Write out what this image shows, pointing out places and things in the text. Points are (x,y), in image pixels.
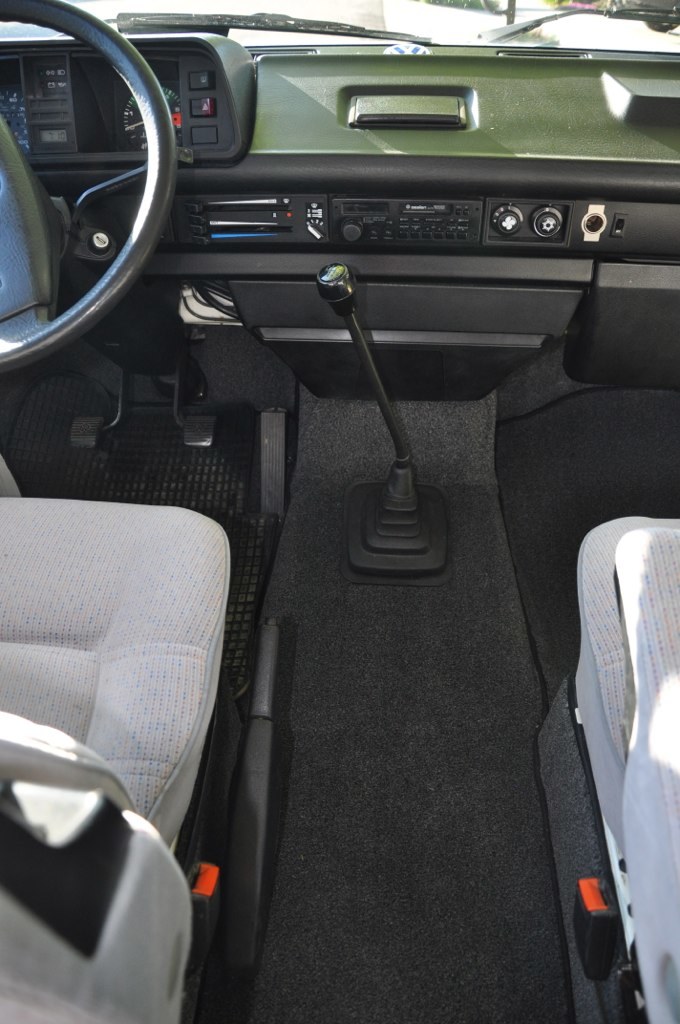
The picture is taken inside a vehicle (295,504). Here there are seats (191,517). This is the steering wheel (159,199). These are switches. This is the wiper (168,21).
